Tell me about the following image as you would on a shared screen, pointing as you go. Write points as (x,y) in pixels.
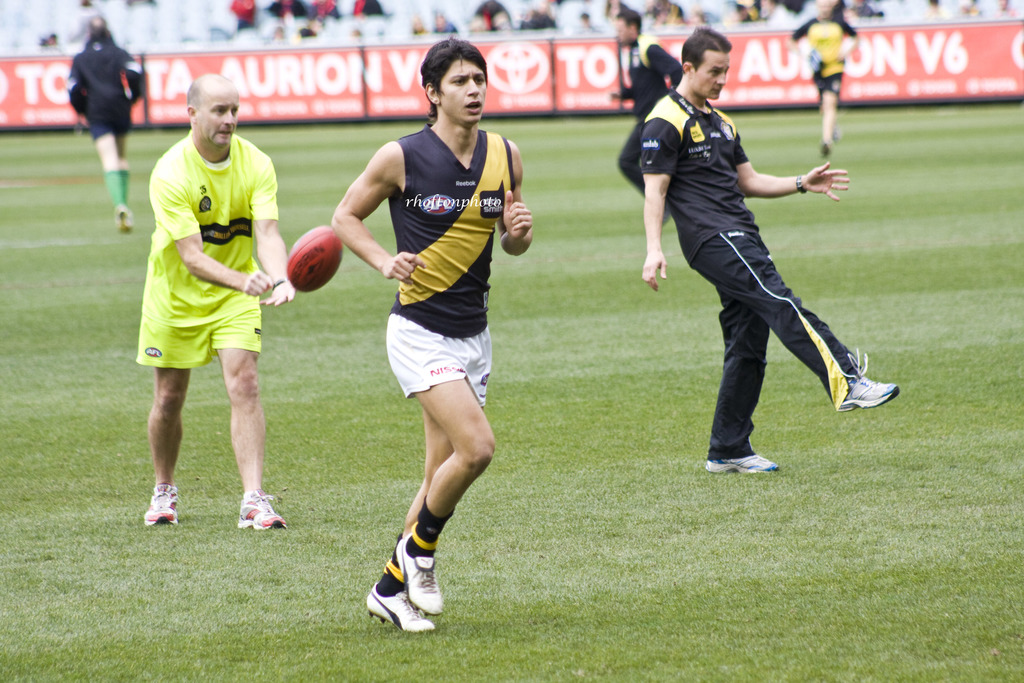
In the foreground of this picture (468,375), there is a man (431,388) running on the grass (617,195) and an another person (735,267) with one leg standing on the grass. On the left side of the image (181,306), there is a man (225,253) standing on the grass (269,328) and there is a rugby ball (332,259) in the air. In the background (515,117), there are persons (616,27) running, banner (914,38), chairs (223,16) and persons (584,20) sitting on it.
